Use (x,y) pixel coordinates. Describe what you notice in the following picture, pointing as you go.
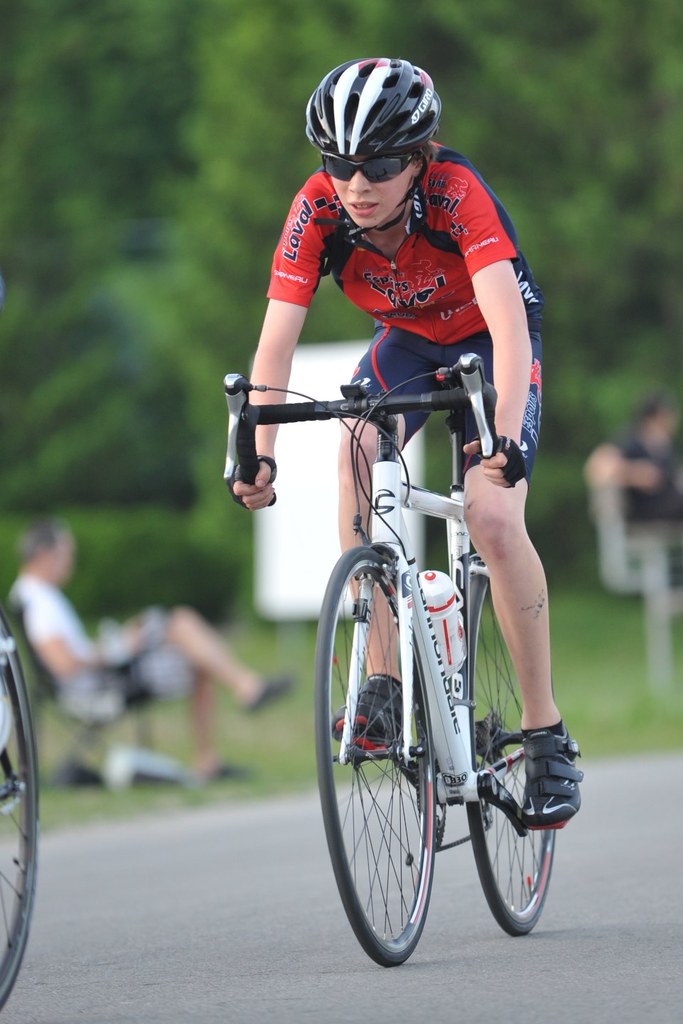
In this image in the foreground (400,79) there is a person (392,75) riding bicycle (450,792) and on the left side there is a man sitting and the background (256,143) is trees (227,107).
